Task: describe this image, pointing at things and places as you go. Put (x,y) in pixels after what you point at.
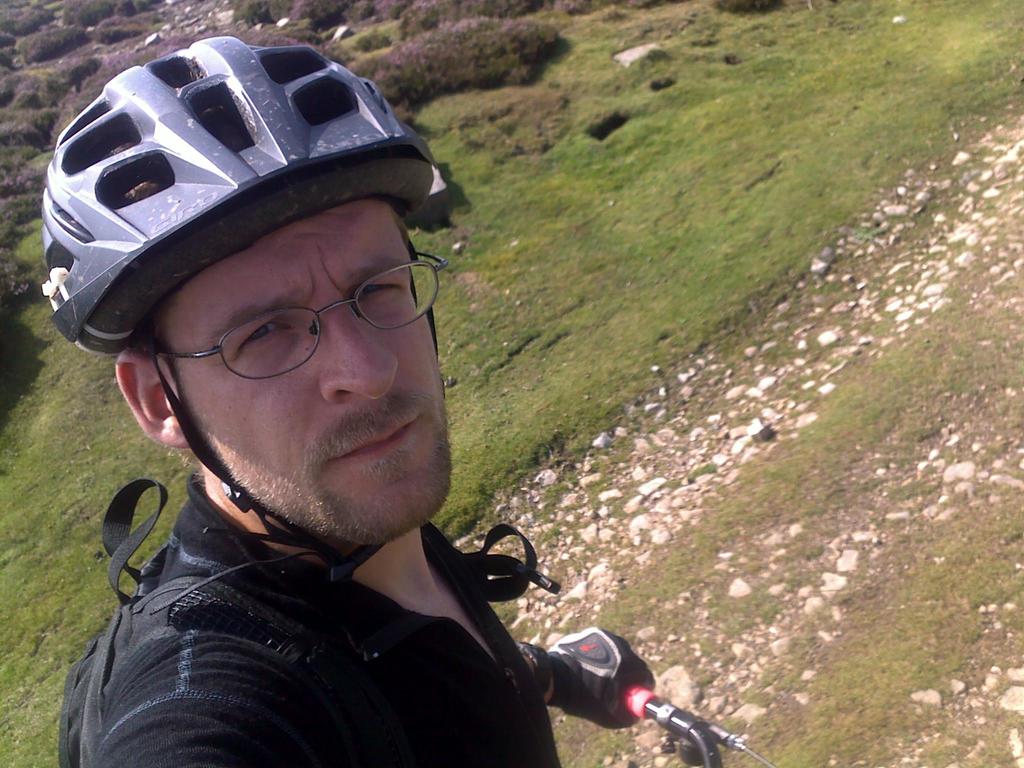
In this image there is a man (611,697) standing and holding a handle (686,711) in his hand (543,649), in the background (525,386) there is a grassland (931,36) and plants (81,73).
